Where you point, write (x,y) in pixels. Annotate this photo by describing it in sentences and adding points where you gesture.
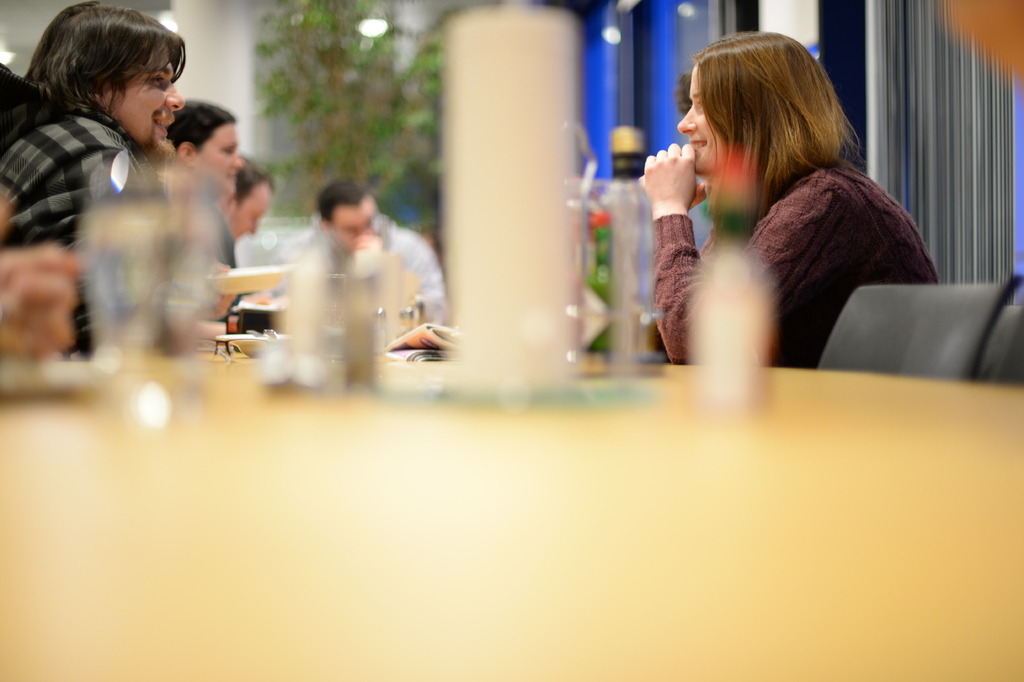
In the image there are people (674,159) who are sitting opposite to each other and there is a table (295,531) in between them. On the table (237,441) there are glass (135,309), candle (517,153), paper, plate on it. At the background (340,51) there are trees (329,60) and few other people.
